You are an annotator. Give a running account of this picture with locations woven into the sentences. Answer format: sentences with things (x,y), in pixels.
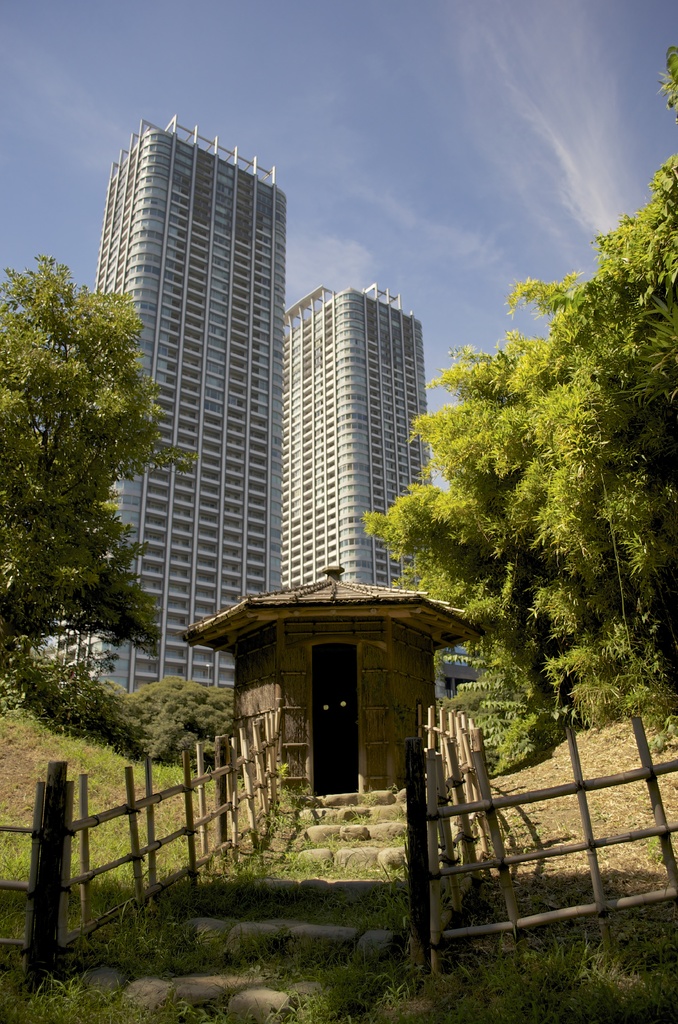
In the center of the image (326,617) we can see the hut (399,645) with the stairs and also the wooden fence (9,881). We can also see the grass (543,997), trees (17,559), buildings (277,364) and also the sky (457,121) in the background (567,136).
